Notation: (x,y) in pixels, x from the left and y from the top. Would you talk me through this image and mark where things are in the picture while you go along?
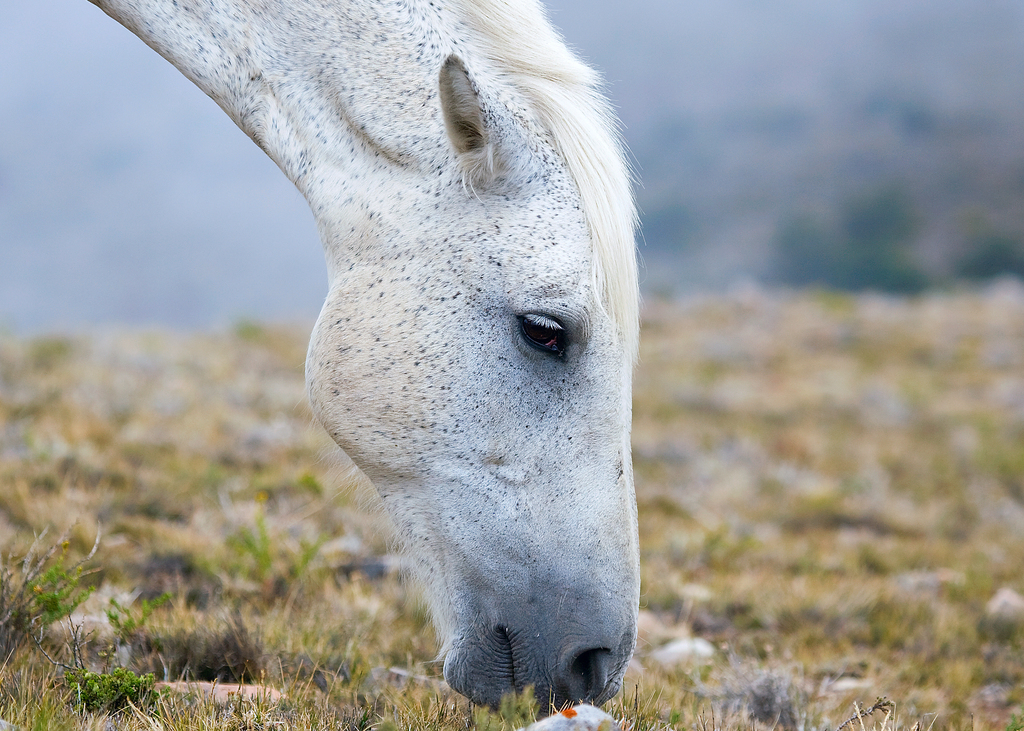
In this image, we can see a white horse (439,400). At the bottom (861,623), we can see grass (303,694), few stones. Background (1001,551) there is a blur view.
